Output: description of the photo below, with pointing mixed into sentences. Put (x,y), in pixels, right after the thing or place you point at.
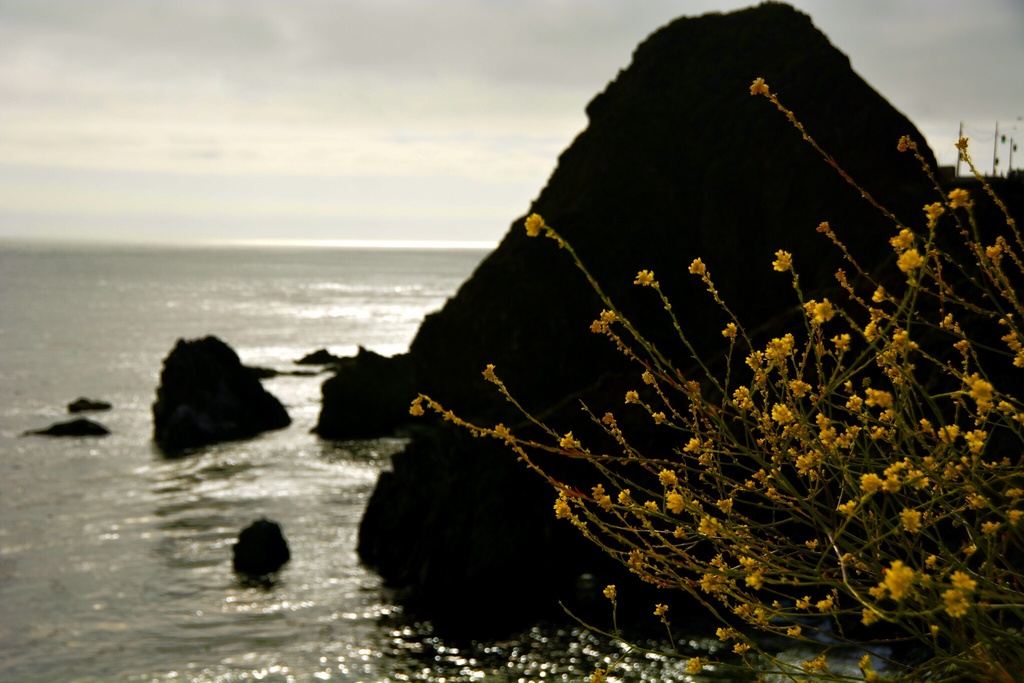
In this picture there is a flower plant (800,411) on the right side of the image (801,365) and there is water (456,274) on the left side of the image (24,349), there are rocks (460,379) on the right side of the image (799,173).
